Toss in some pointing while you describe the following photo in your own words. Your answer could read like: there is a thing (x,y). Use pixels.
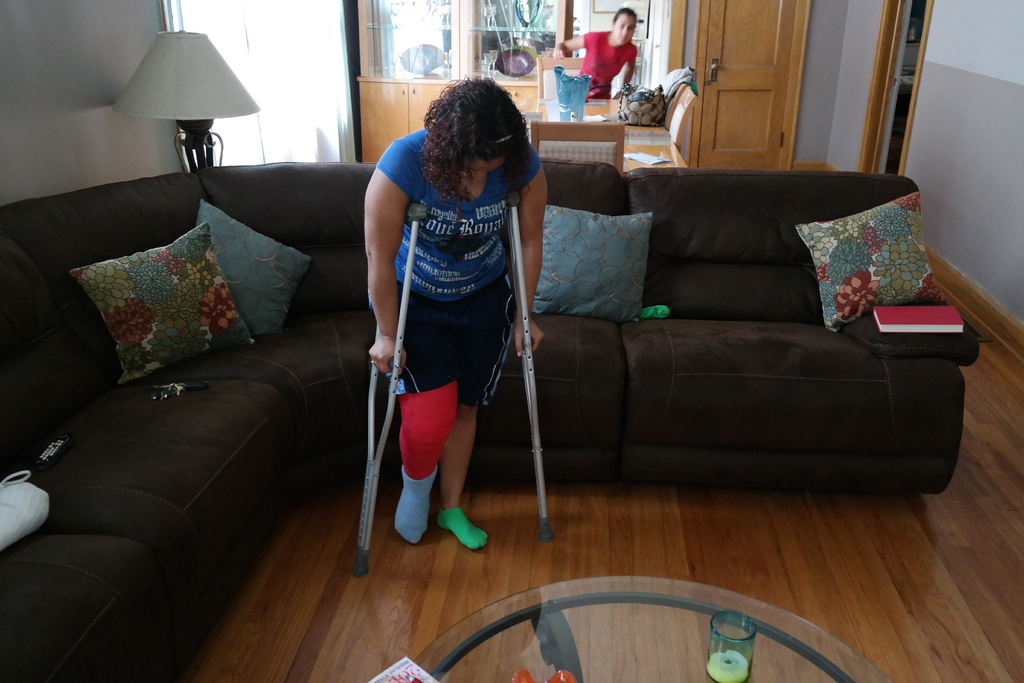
It is a living room (694,243) there is a big sofa (618,374) and also some pillows (186,306) on the sofa (302,354), a person (408,320) is standing with some supporting sticks (397,365) behind the sofa (213,167) there is a lamp (202,90), in the background (638,129) there is a dining table (638,129) and straight away to the dining table (595,105) a person (590,38) is standing beside him there is a door (795,44) to the left side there are few cupboards (498,43).
